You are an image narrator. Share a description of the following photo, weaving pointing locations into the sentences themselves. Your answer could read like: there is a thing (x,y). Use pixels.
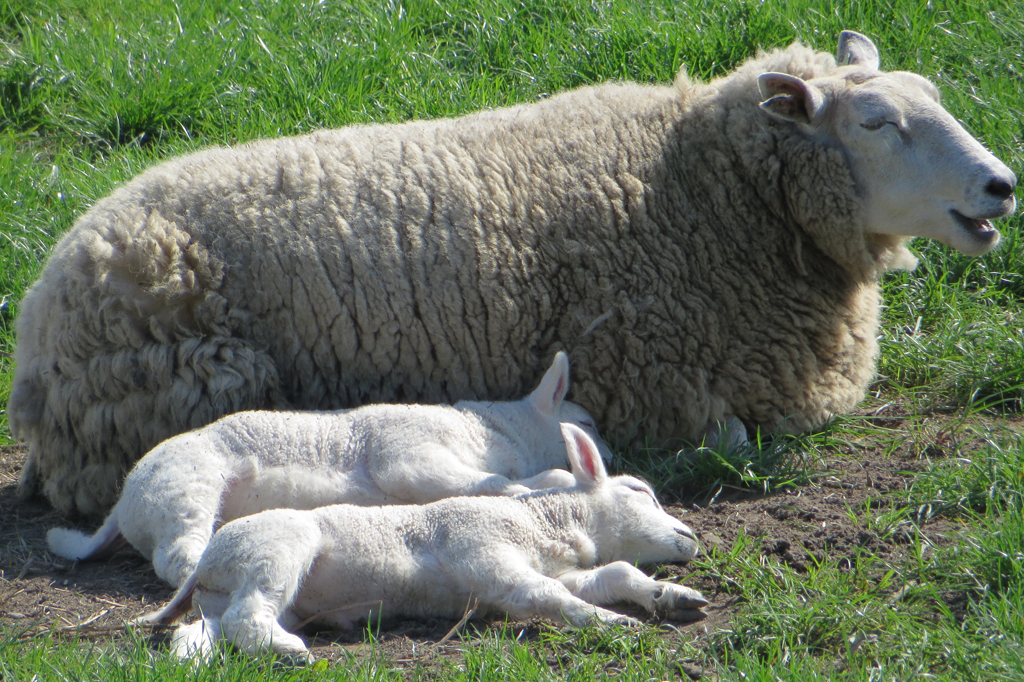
In this picture we can see animals (455,540) and grass (199,96).
